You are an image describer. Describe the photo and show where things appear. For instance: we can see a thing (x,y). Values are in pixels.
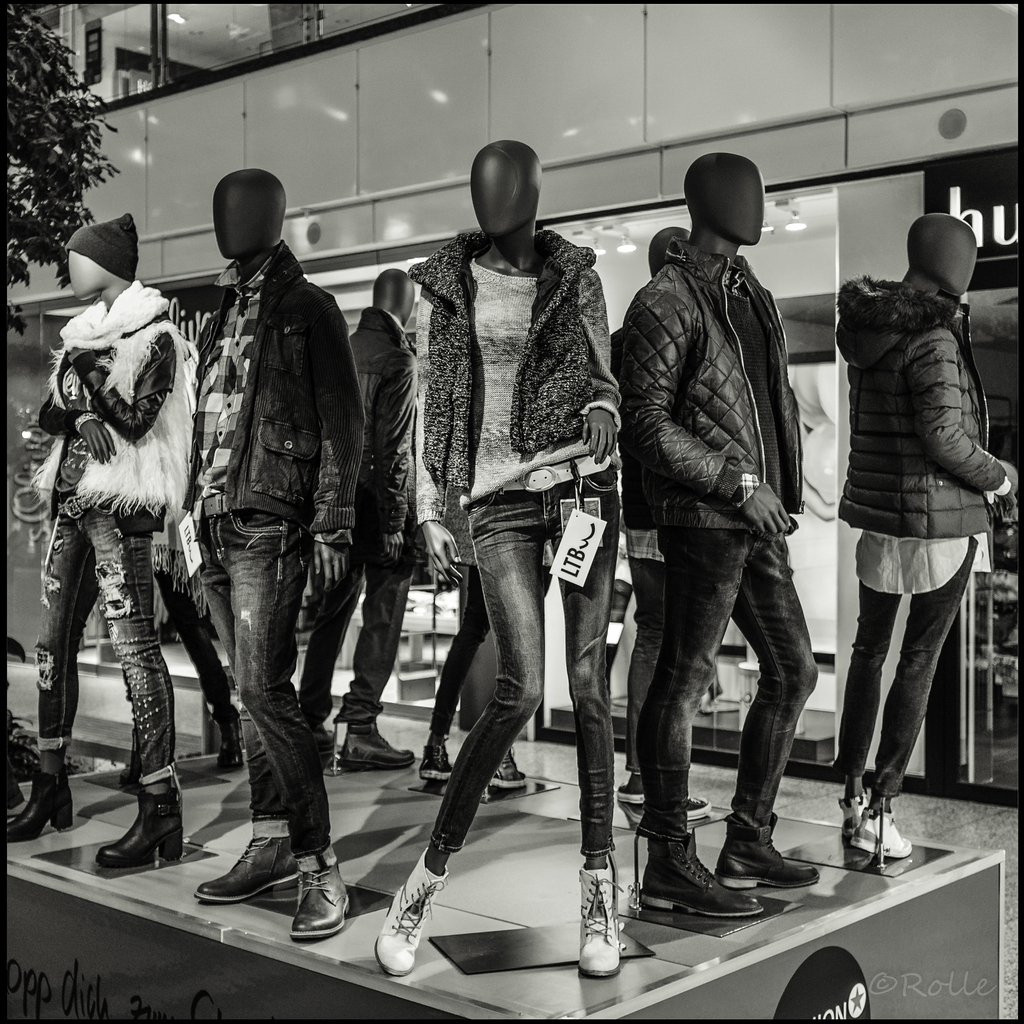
In the picture we can see some mannequins (443,879) with different type of jackets (685,306) and beside it we can see a part of plant (61,216) and behind it we can see a building wall (992,49) with glass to it.
